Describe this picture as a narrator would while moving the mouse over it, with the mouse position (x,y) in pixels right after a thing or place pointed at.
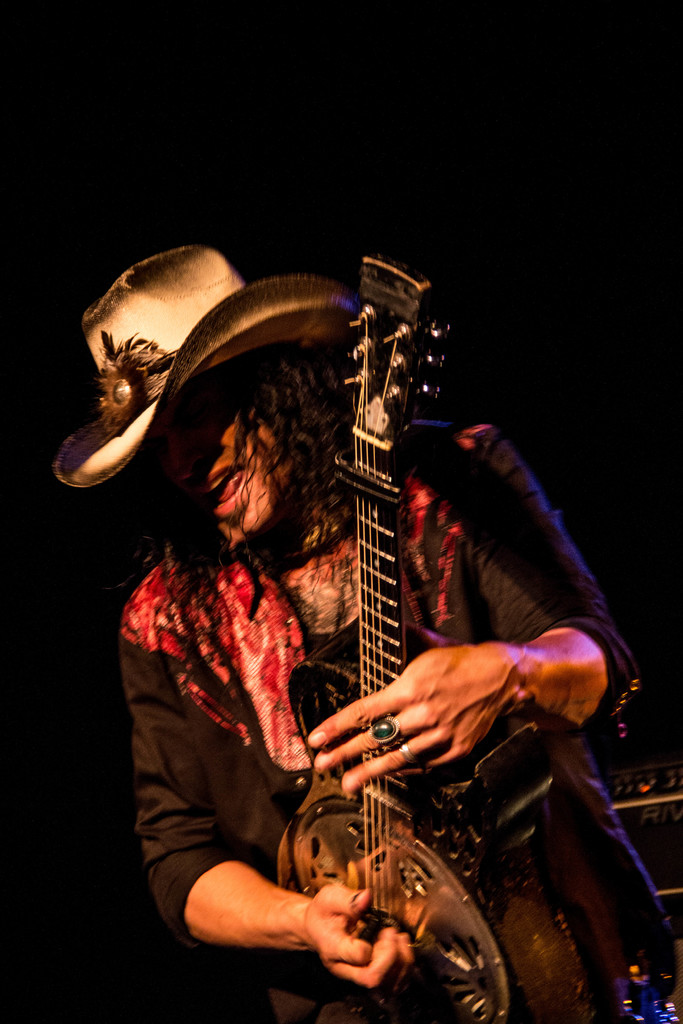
In this image, in the middle (333,590), we can see a man (302,448) wearing a cap (243,326) and playing a guitar (514,882). In the background (402,170), we can black color.
